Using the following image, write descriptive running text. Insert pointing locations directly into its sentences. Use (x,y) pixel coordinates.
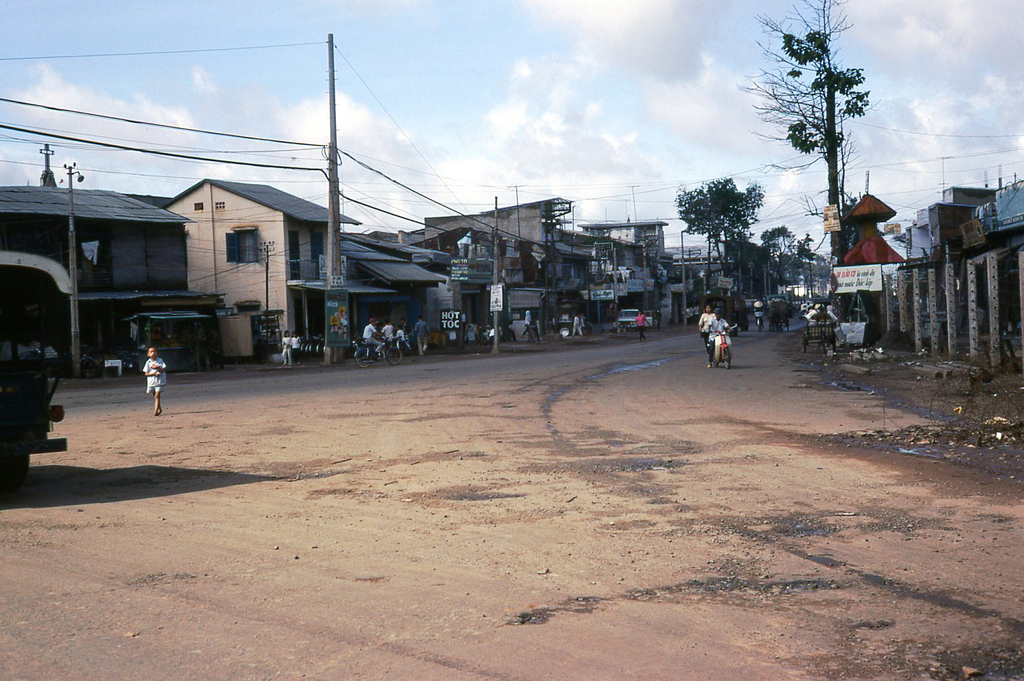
In this image I can see some people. On the left (217,317) and right side (951,234), I can see the buildings (392,316). In the background (463,134), I can see the clouds (522,105) in the sky (469,85).
